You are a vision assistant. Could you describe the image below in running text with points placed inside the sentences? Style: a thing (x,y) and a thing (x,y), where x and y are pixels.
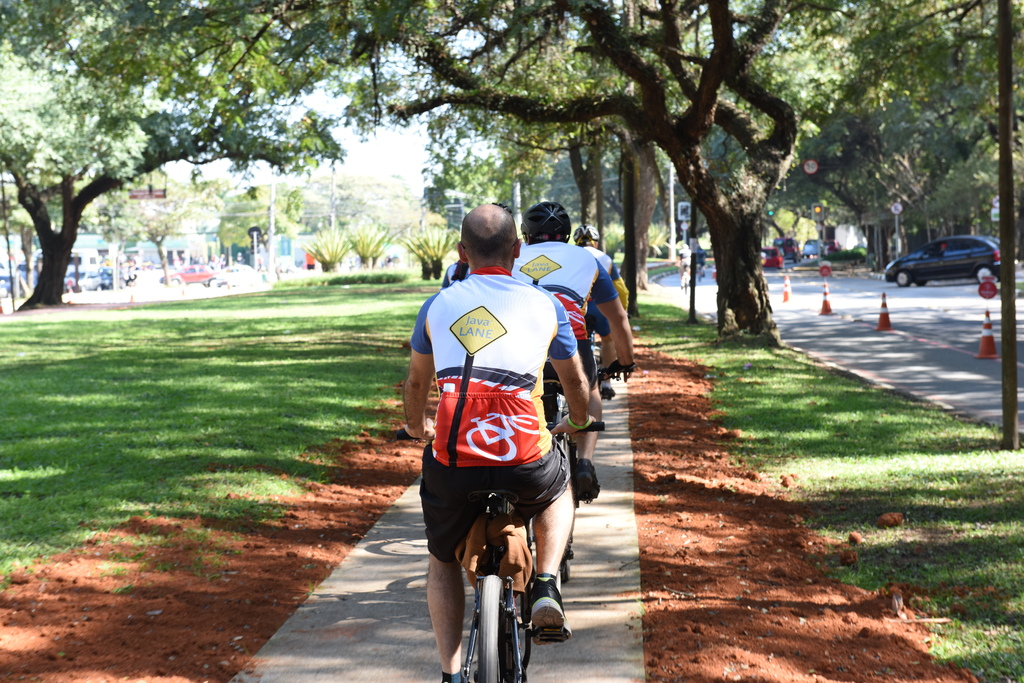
In this image I can see few people (552,434) riding their bicycles (572,557). These people (575,359) wearing the colorful dresses (532,359). To the side of these people (475,434) I can see many trees (756,275) and the road (912,365). On the road (941,351) I can see the vehicles (894,265) and traffic cones (884,316). In the background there are few trees (260,225) and the sky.
